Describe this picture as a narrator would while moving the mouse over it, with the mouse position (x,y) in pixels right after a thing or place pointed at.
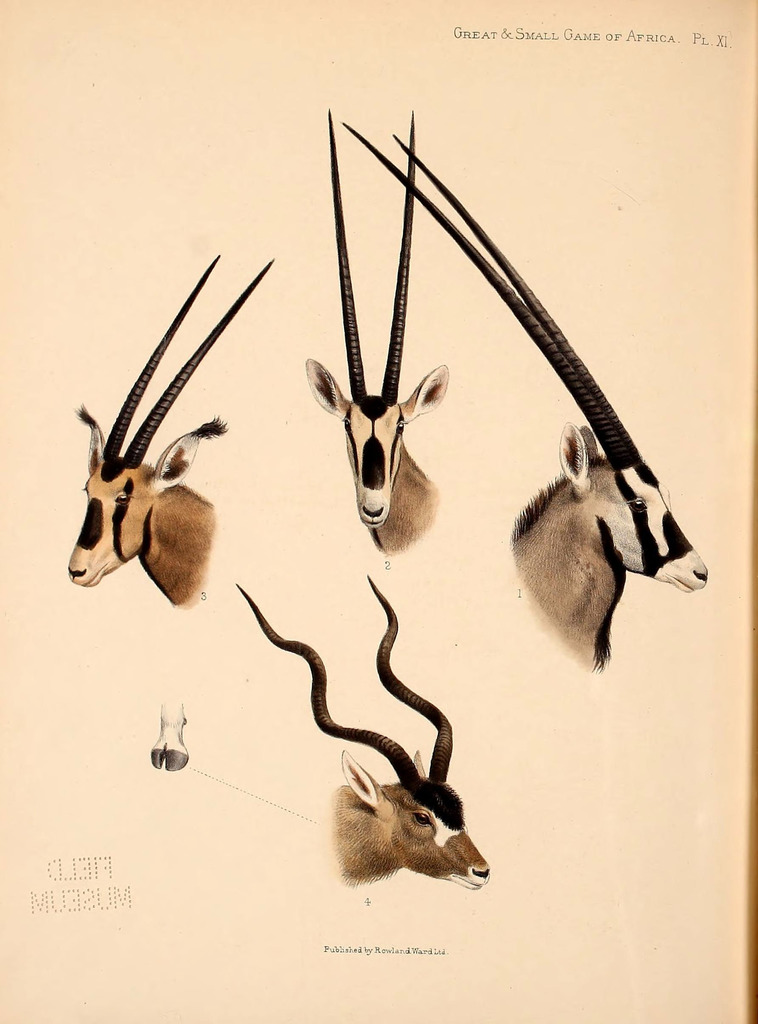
Here in this picture we can see painting (179,514) of antelopes (139,515) present on paper (322,547).
